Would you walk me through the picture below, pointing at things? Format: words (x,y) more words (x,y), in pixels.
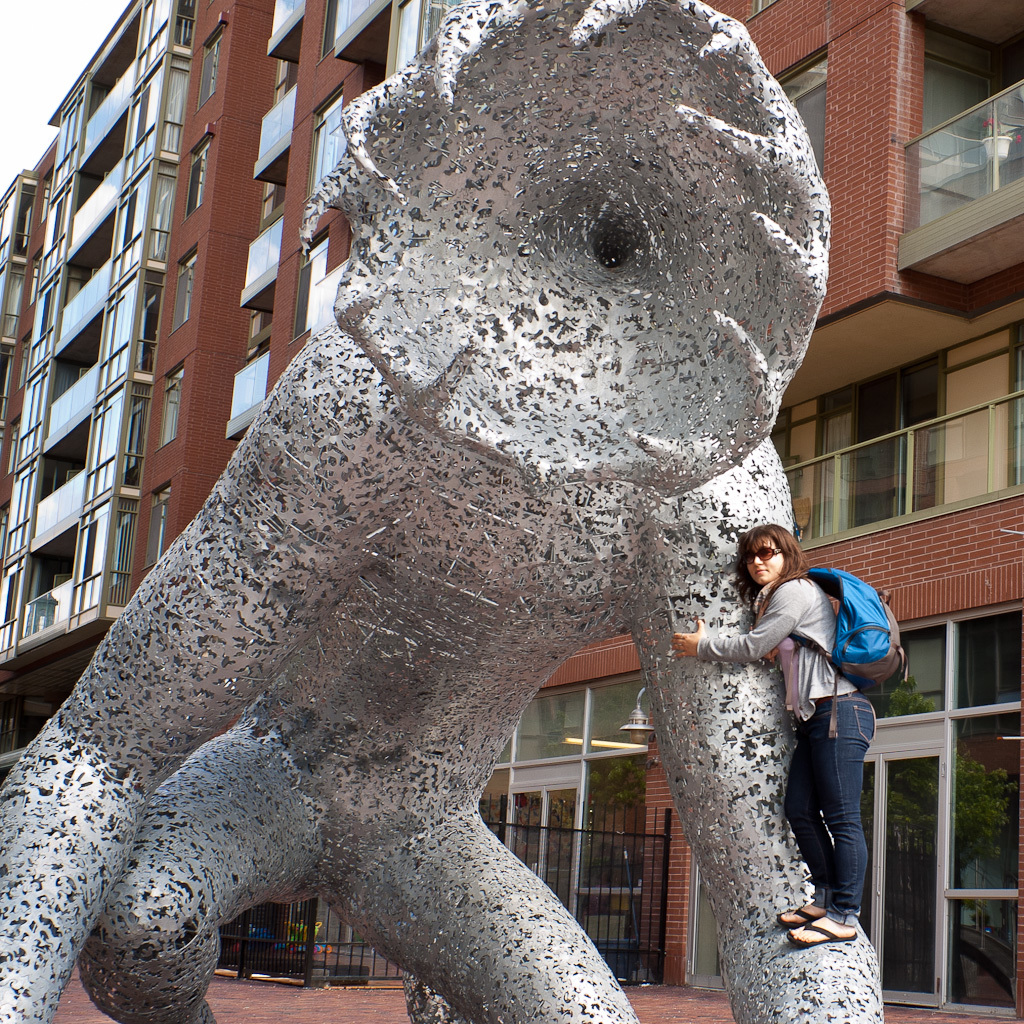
In the image I can see a person (764,562) who is wearing the backpack (890,614) and standing on the statue (488,664) and also I can see some buildings (607,689).
